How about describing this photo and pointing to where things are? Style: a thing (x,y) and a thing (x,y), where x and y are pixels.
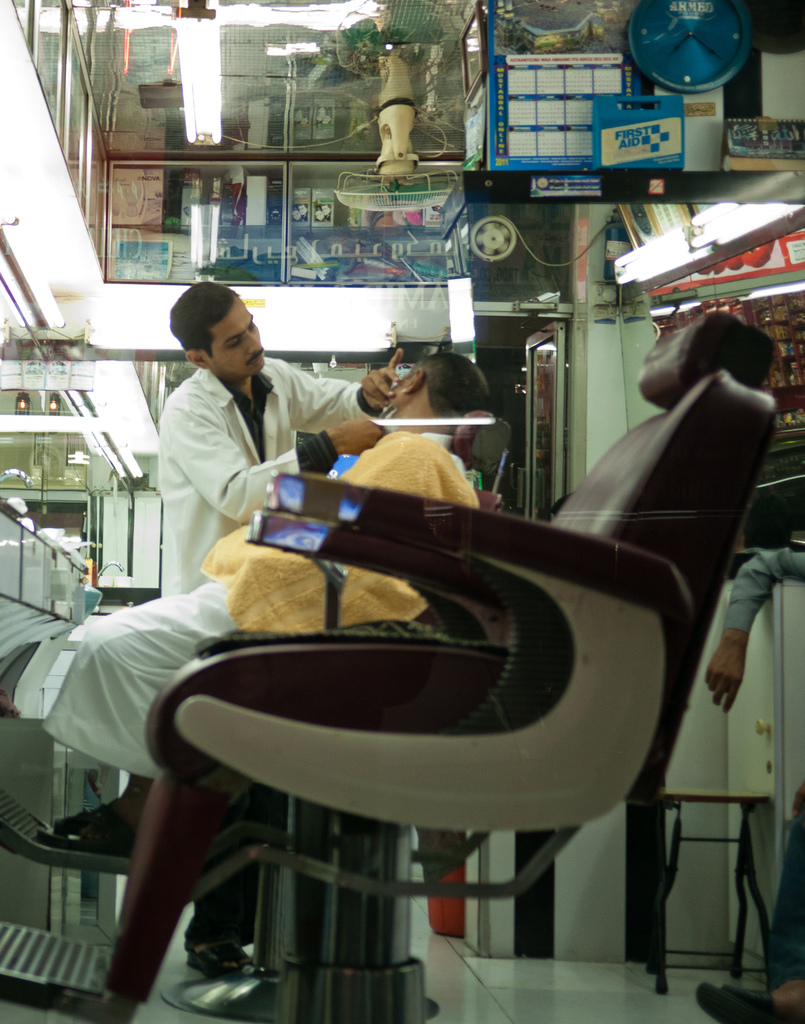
This looks like a barber shop (369,673). I can see a man (242,587) sitting on the chair (460,440) and the other person (231,441) standing. This looks like a mirror (50,466). This is the tube light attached to the rooftop (339,81). This is the wall clock (681,50) attached to the wall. At the right side (731,711) I can see the person's hand (771,575).
